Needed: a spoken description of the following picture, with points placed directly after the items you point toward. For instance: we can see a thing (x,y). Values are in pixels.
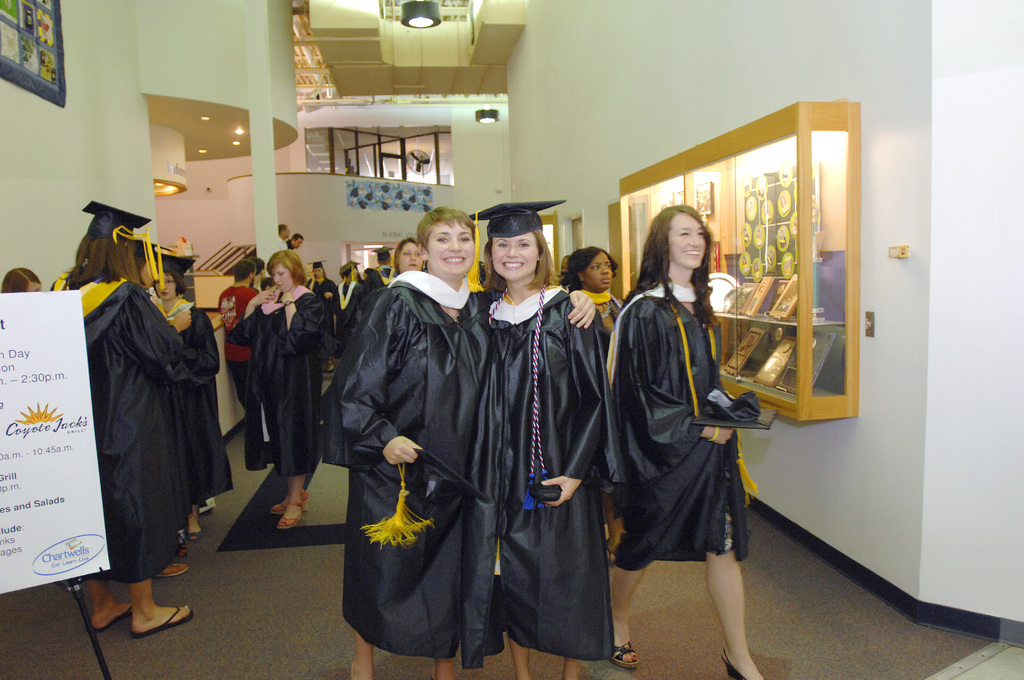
In this image there are a few people (396,396) standing with a smile on their face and few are walking on the floor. On the left side of the image (35,522) there is a banner (28,464) and a frame (49,86) hanging on the wall (41,165). At the top (362,30) there is a ceiling (403,41). On the right side of the image (798,202) there are few awards (764,252) arranged in the cupboard (770,339) and a wall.
